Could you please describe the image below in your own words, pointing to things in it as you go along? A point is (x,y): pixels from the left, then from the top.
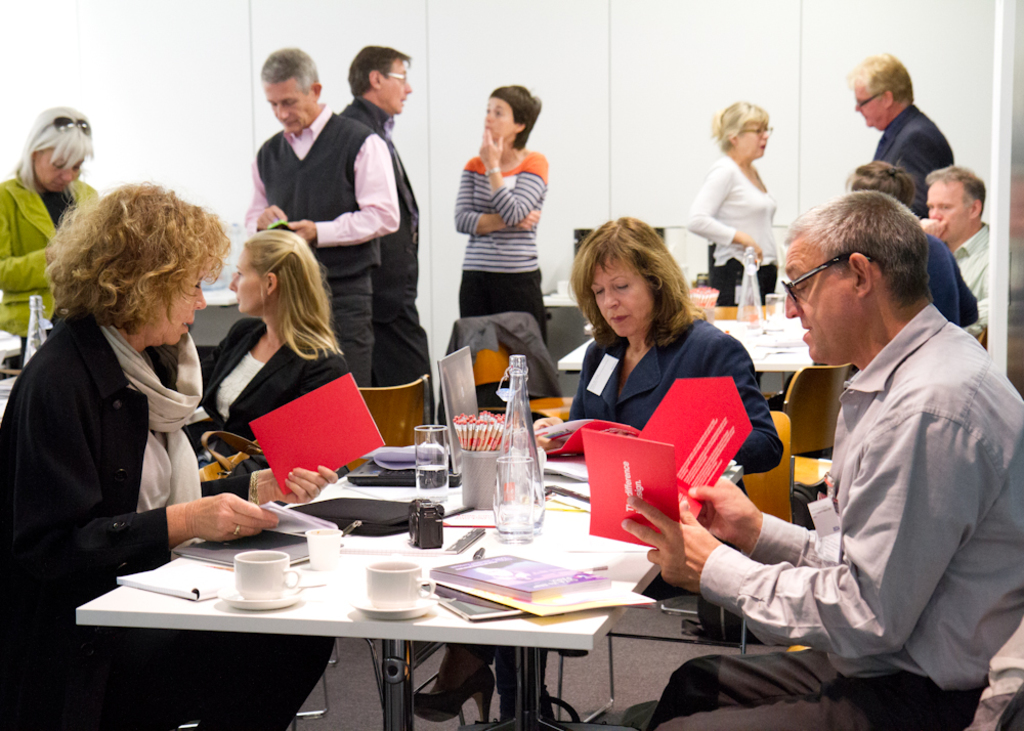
Few persons (318,164) are standing and few persons (278,335) are sitting. This woman (139,335) wore scarf (156,383), black jacket (81,480) and holds a red card (317,451). This man (904,419) wore spectacles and holds a red cards (620,490). On this table (420,640) there is a cup (397,583), saucer (413,604), book (447,593), file (388,517), glass (418,483) and bottle (514,441).
